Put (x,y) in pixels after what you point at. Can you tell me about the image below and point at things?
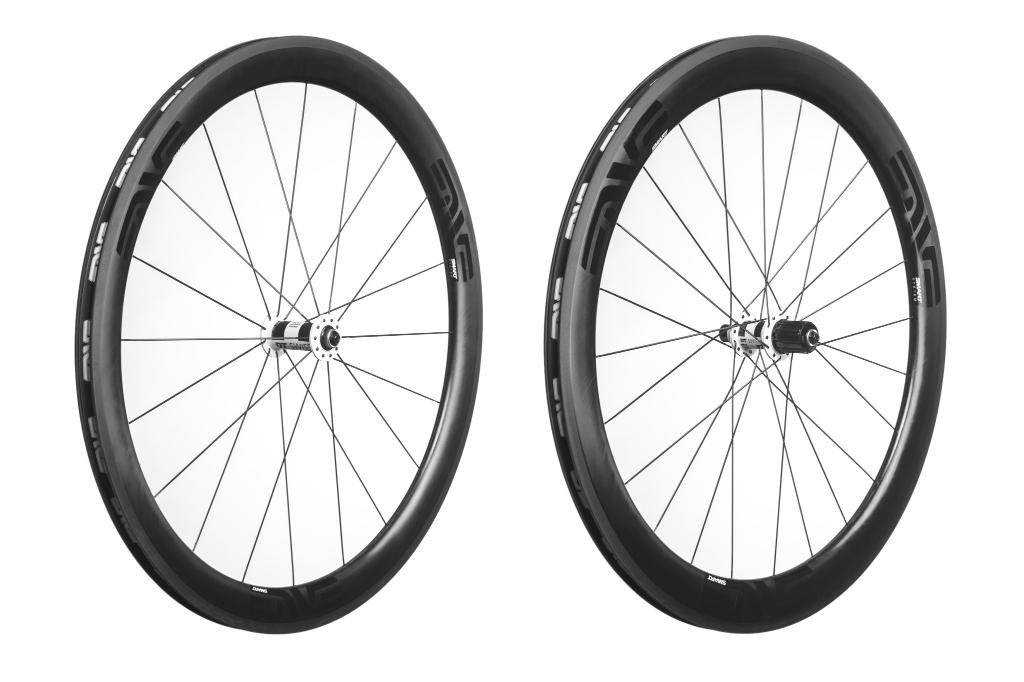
In this image there are two wheels (931,296).
